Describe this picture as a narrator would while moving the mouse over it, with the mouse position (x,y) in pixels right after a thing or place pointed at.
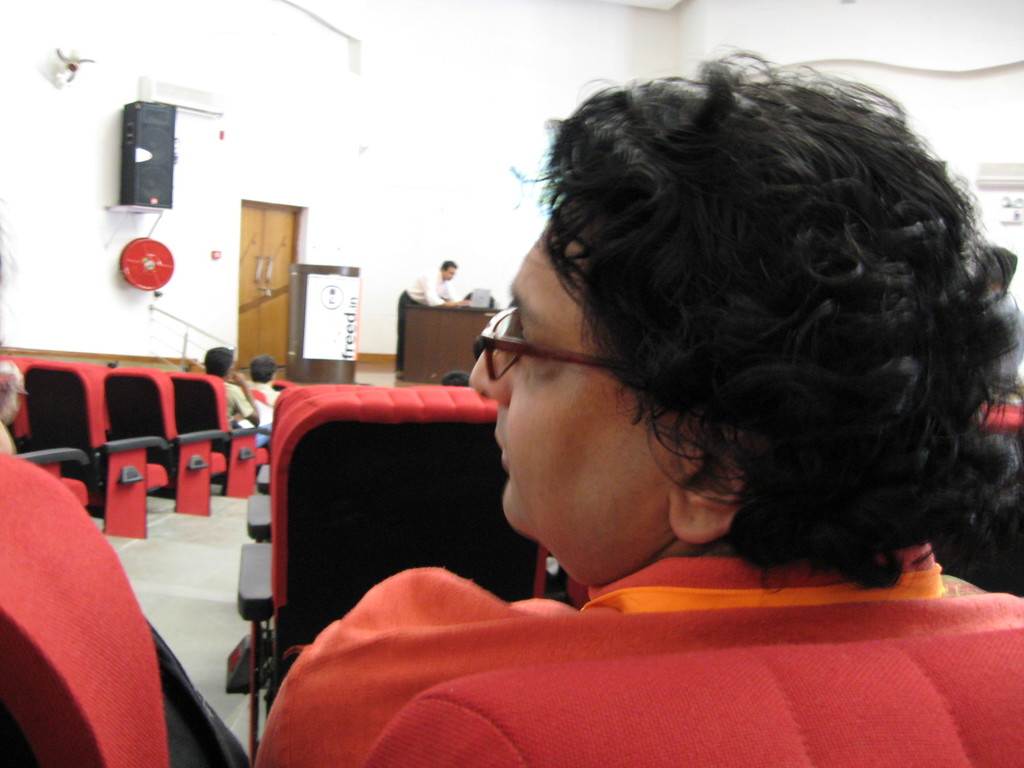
In this picture there is a person (510,659) sitting in chair (540,674) and there are group of people (250,406) sitting in chairs (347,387) and the remaining chairs (305,389) were left empty in front of him and there is a person (424,301) operating a laptop (484,296) which is placed on the table (446,309) in the background (457,303) and there is a speaker (138,180), air conditioner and a fan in the left corner (125,188).
